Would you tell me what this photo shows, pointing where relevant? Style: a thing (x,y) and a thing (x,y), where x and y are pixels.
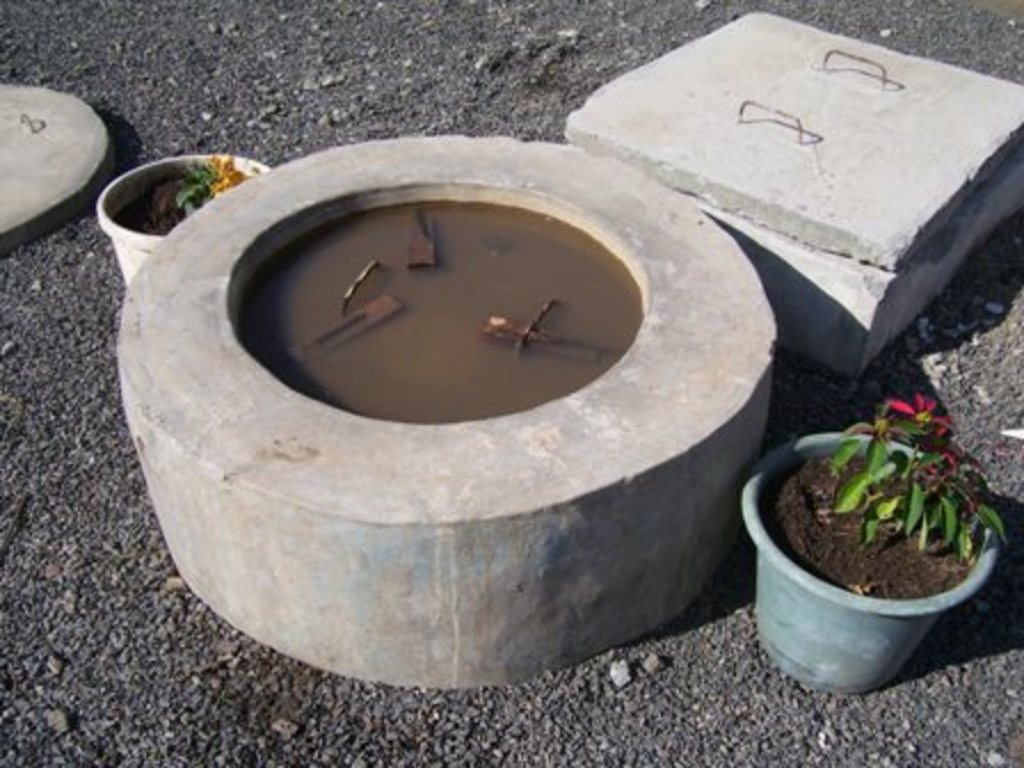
In the image we can see the plant pots (904,574) and here we can see the solid objects (215,202). Here we can see a solid circular object (169,323) and in it we can see the water (445,319), and here we can see the road (100,632).
